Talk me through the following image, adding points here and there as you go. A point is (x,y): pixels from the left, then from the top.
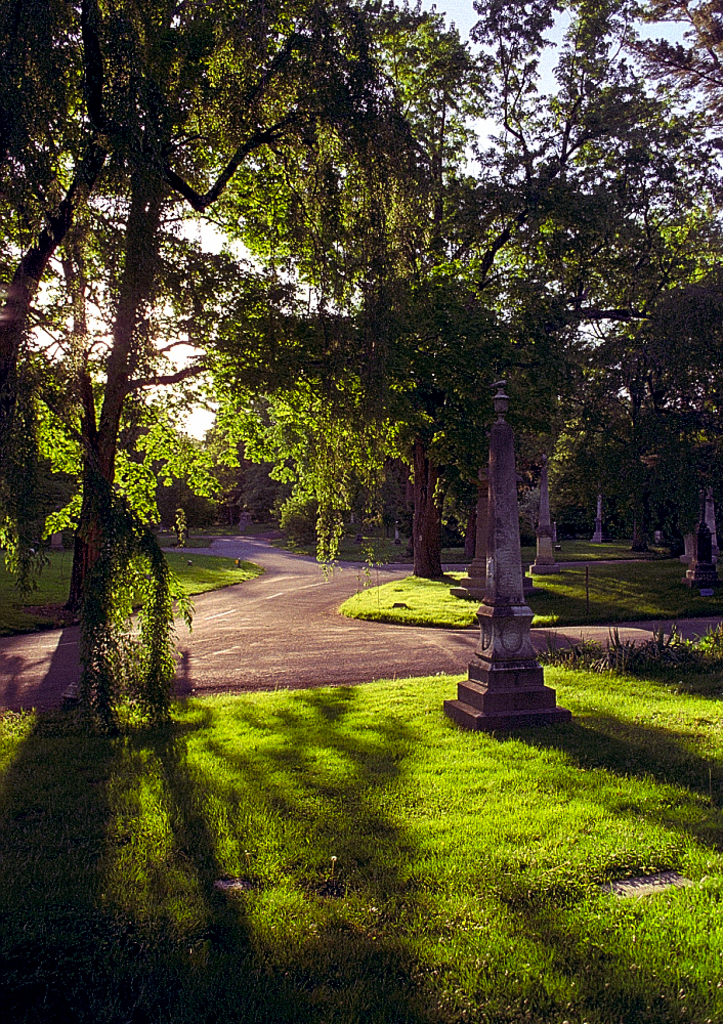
In the picture we can see grass (446,740), road (298,617) and there are some trees (346,202), clear sky (489,104).
